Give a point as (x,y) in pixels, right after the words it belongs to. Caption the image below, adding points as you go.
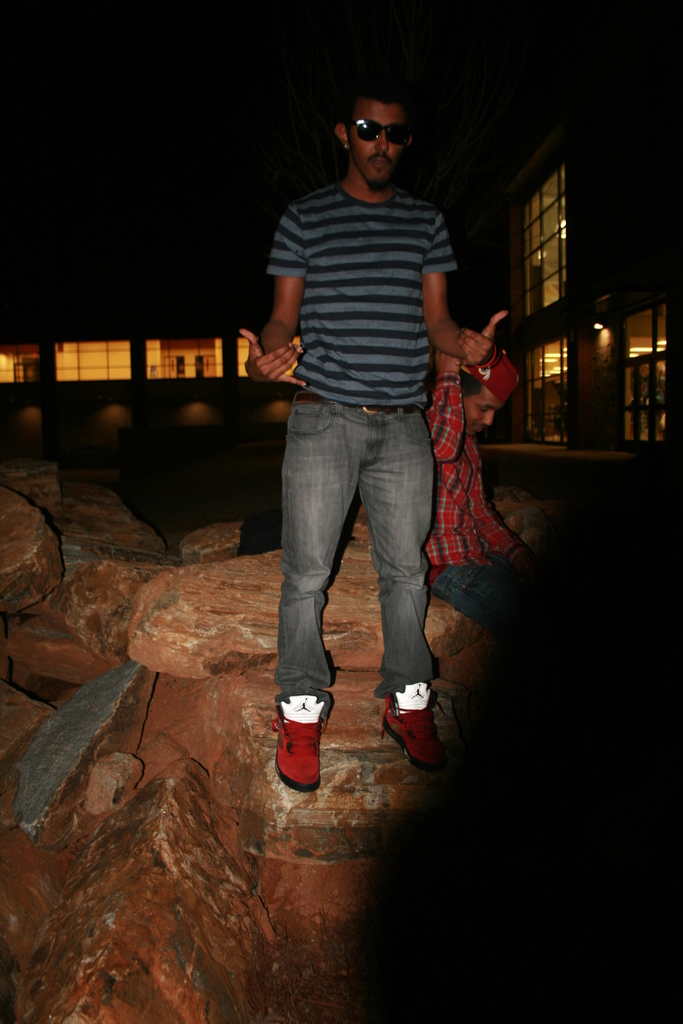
In the center of the image (420,371) there is a person (422,479) standing on the rocks (260,699). There is another person (438,482) sitting behind him. In the background of the image (44,323) there are buildings (1,351), lights (62,347).
